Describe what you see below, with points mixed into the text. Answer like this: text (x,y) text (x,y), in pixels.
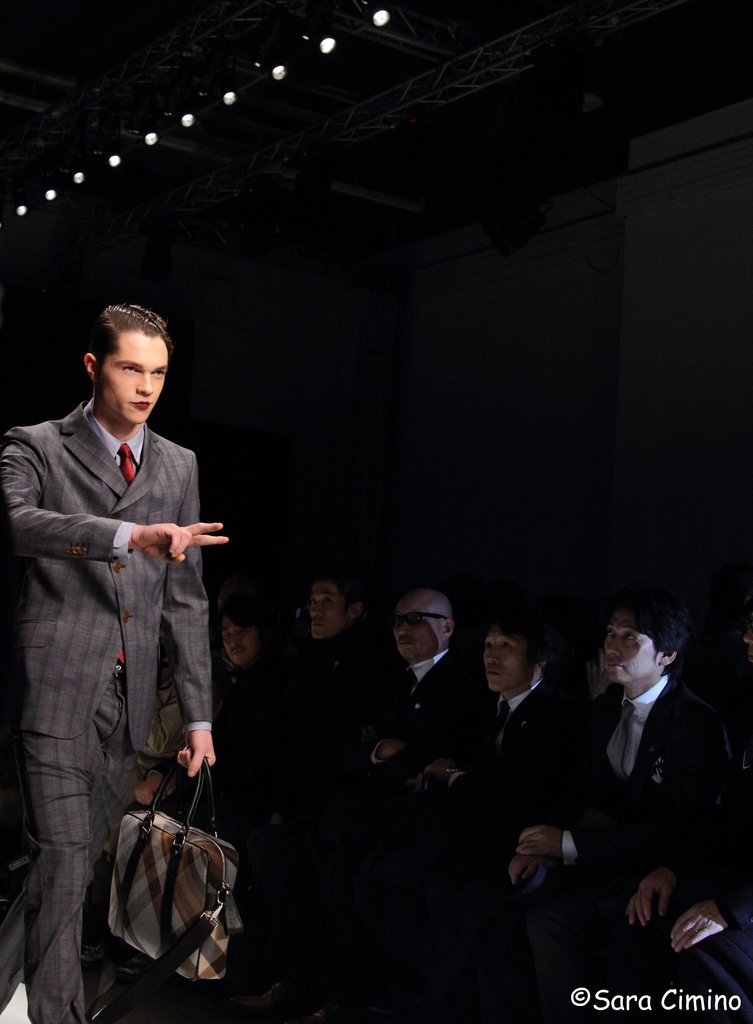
In the picture we can see a man (36,459) walking wearing a blazer (183,613), tie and shirt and holding a bag (190,930) in the hand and besides, we can see some people (467,712) sitting wearing a blazer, ties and shirts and to the ceiling (509,6) we can see some lights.
